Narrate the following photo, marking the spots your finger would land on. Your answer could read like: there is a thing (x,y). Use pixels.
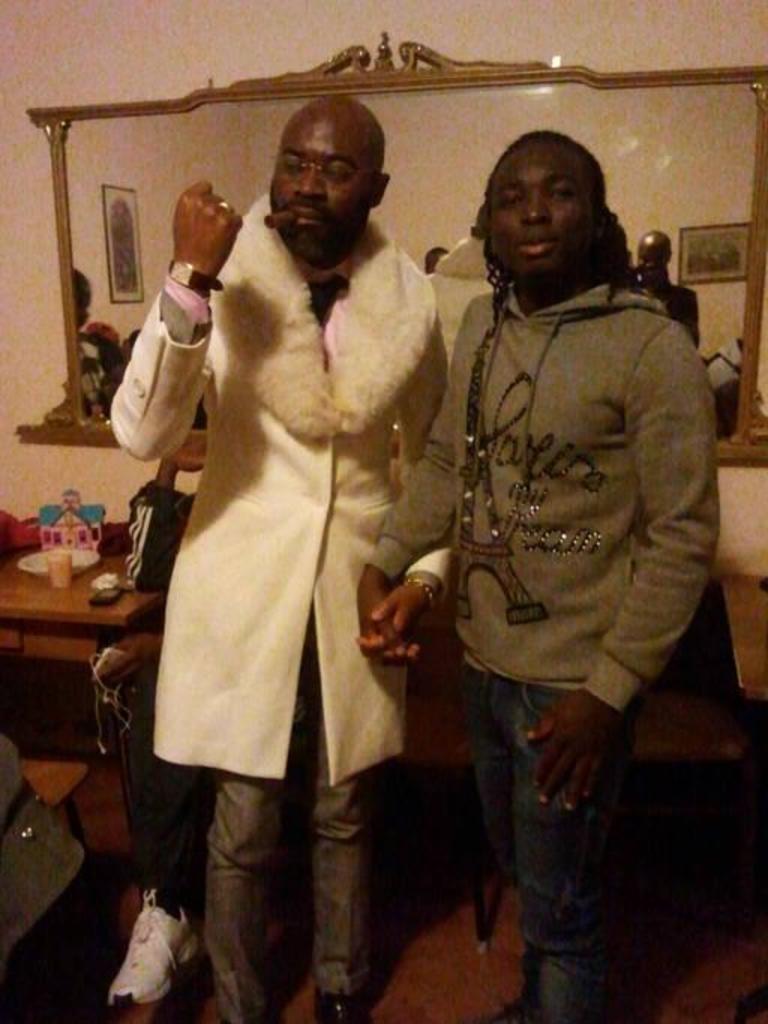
In this picture we can see two men (540,531) standing on the floor (378,938) and in the background (692,660) we can see chairs (692,660), mirror (616,139), wall (57,378), frames (733,253) and some objects (7,532).
